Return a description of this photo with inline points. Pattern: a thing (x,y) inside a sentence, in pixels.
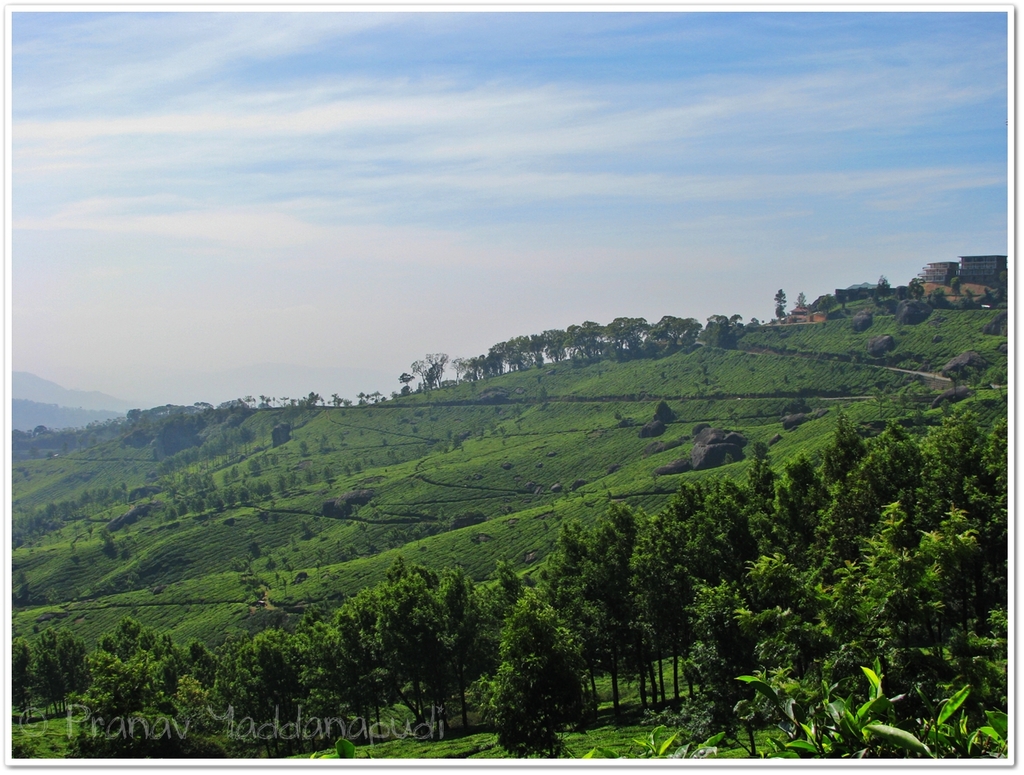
This picture might be taken from outside of the city. In this image, we can see some trees (956,550), plants (324,483), mountains (579,449). On the top (617,143), we can see a sky (474,169).
